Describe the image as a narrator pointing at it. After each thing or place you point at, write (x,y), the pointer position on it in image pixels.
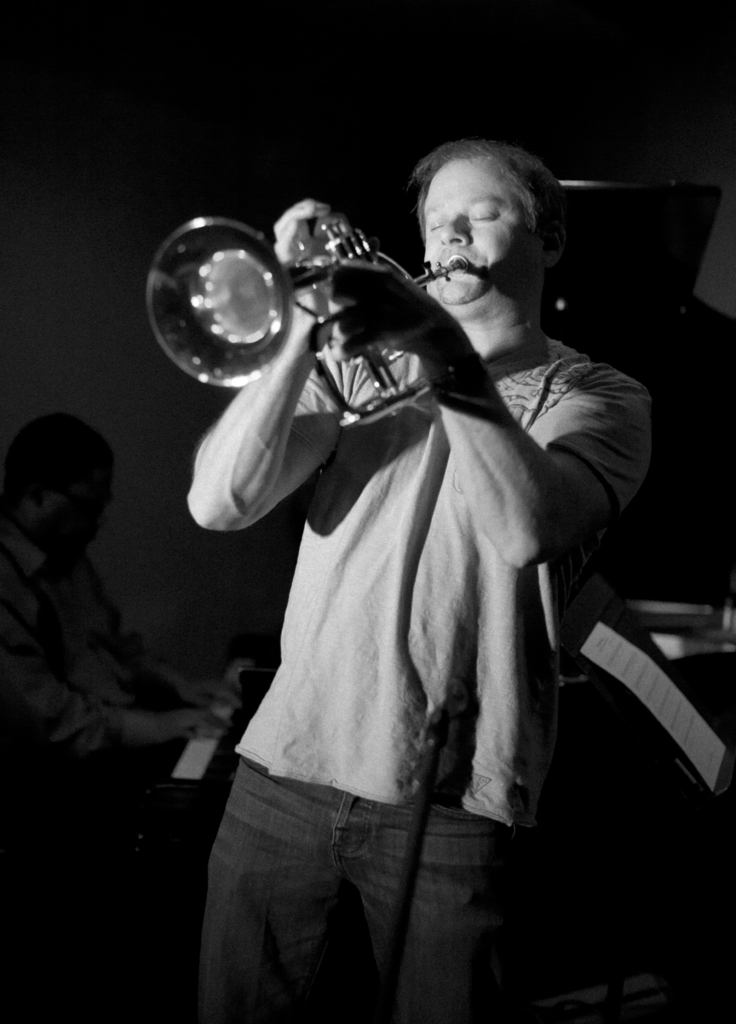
This is a black and white image. In the image, we can see a person (493,477) playing a trumpet (247,357). On the left side of the image (31,700), we can see another person (43,705) playing a piano (227,747). On the right side of the image (669,712), we can see a paper (683,722) on the stand (733,755).
